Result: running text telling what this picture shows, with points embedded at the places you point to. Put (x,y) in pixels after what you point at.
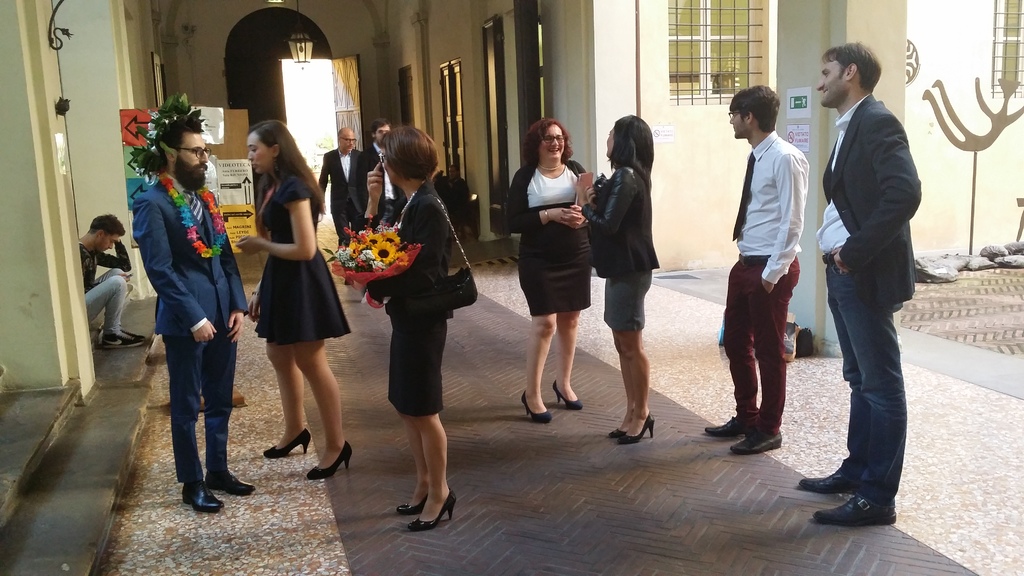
In this image, we can see some people (551,271) standing and there is a wall (648,105) and there are some windows (1017,78), we can see a door (350,66).
